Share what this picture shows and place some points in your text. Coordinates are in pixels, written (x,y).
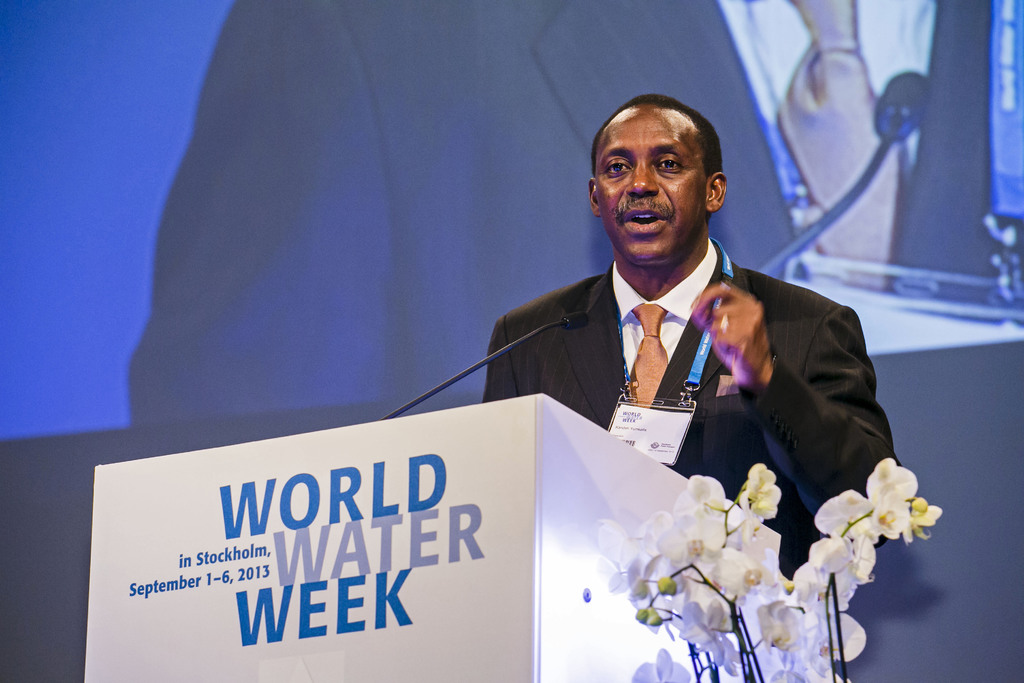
In this image there is a person (632,323) standing in front of the dais (379,571). On top of the dais (584,644) there is a mike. Beside the dais (571,637) there are flowers (822,568). In the background of the image (526,130) there is a screen (333,150).
